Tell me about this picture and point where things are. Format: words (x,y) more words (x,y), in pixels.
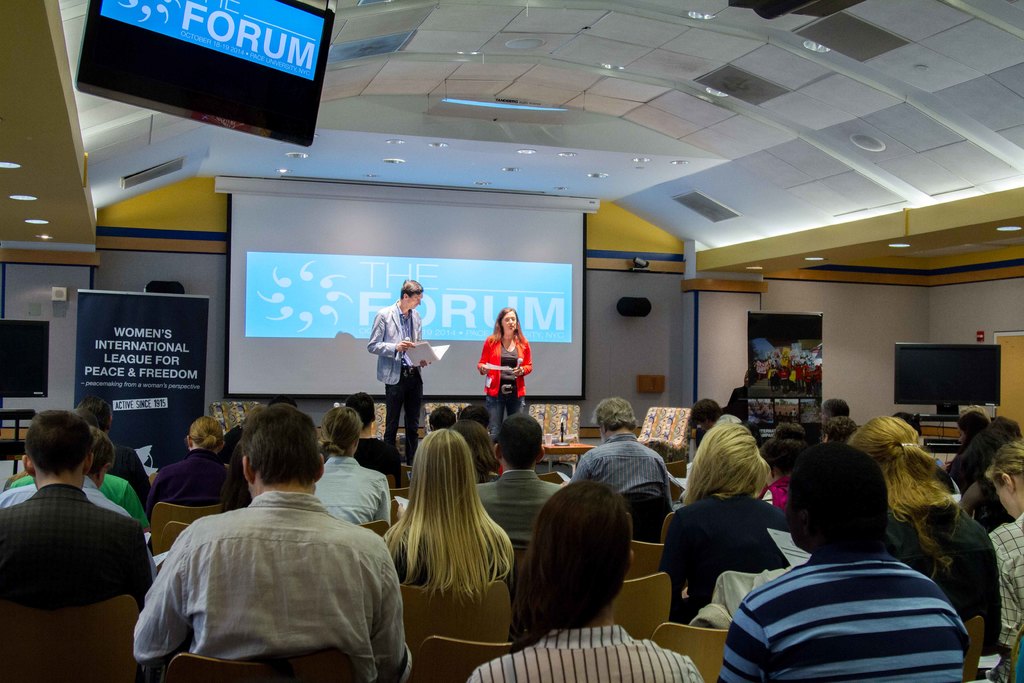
At the bottom of the image (498,546), we can see a group of people (459,455) are sitting on the chairs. In the middle of the image (500,409), two people (496,397) are standing and holding some objects (507,366). Background (472,362) there is a screen (459,361), wall (54,344), banners (121,434), televisions (34,368), speakers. Top of the image (487,63), there is a ceiling (600,87) and lights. Here we can see digital screen (199,36).
